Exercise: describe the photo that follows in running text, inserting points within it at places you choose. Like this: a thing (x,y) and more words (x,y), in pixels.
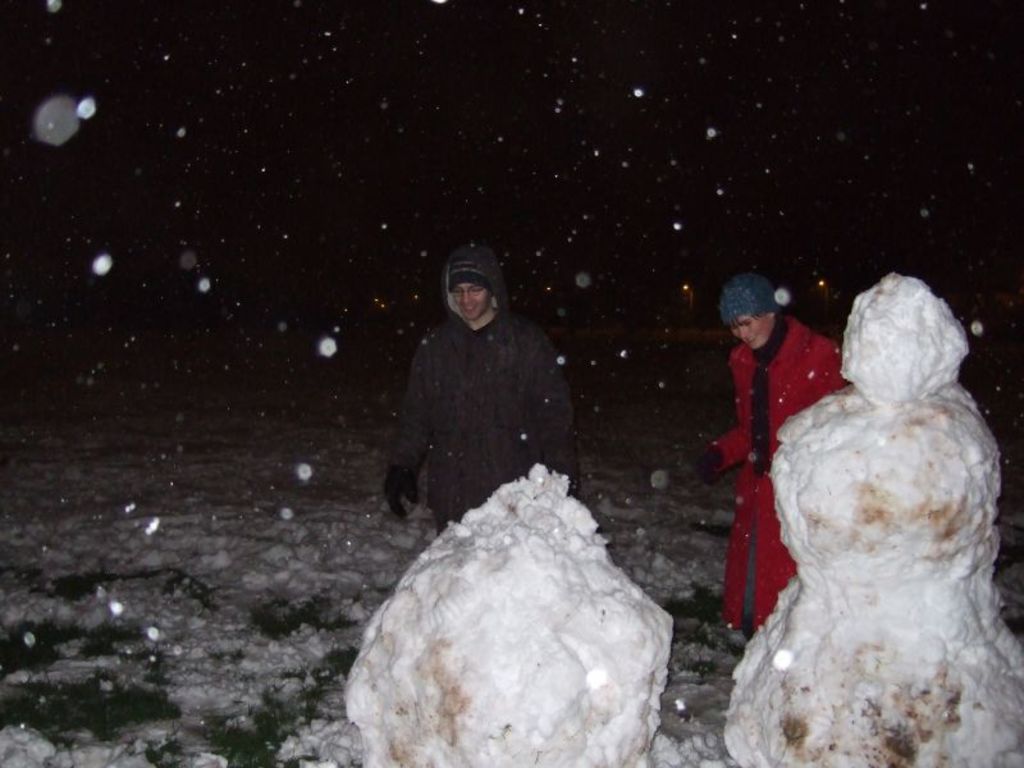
In this image I can see few snow dolls (888,490). In the background (218,157) I can see two persons (408,395) standing and the sky (483,219) is in black color.
